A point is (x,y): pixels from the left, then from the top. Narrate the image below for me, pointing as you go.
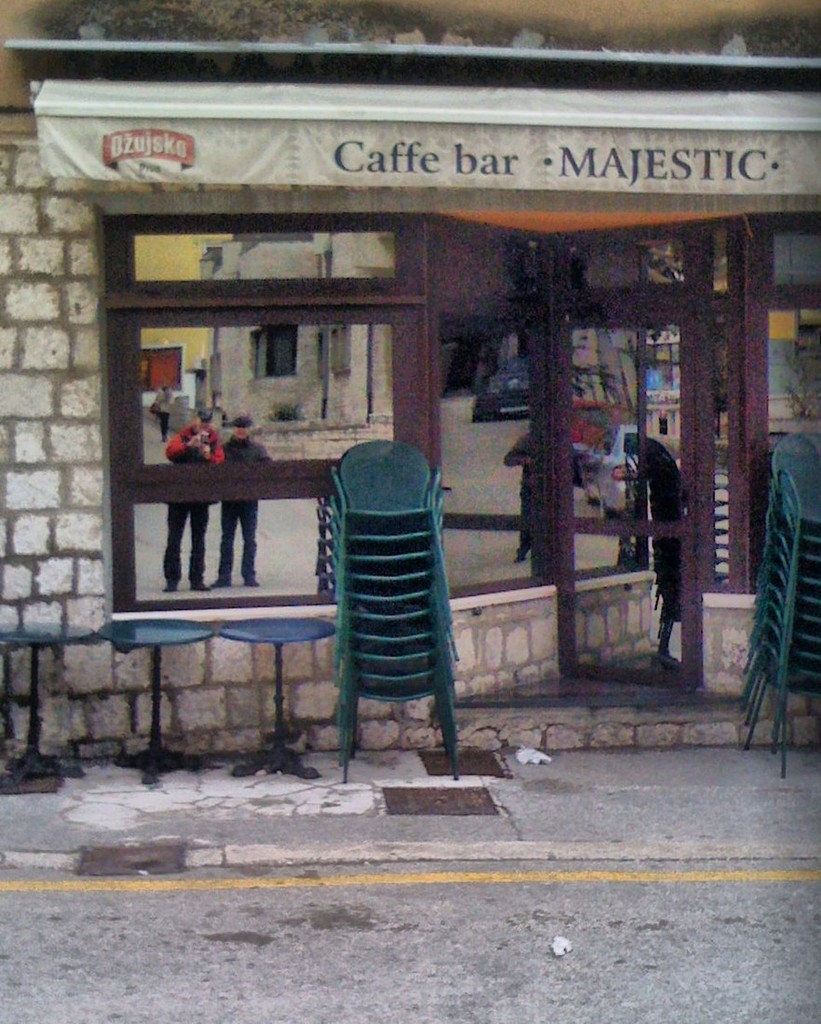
In this image we can see chairs (385,603), reflection (233,438) of persons (199,446) in the mirror (288,524), and a wall (45,407).
